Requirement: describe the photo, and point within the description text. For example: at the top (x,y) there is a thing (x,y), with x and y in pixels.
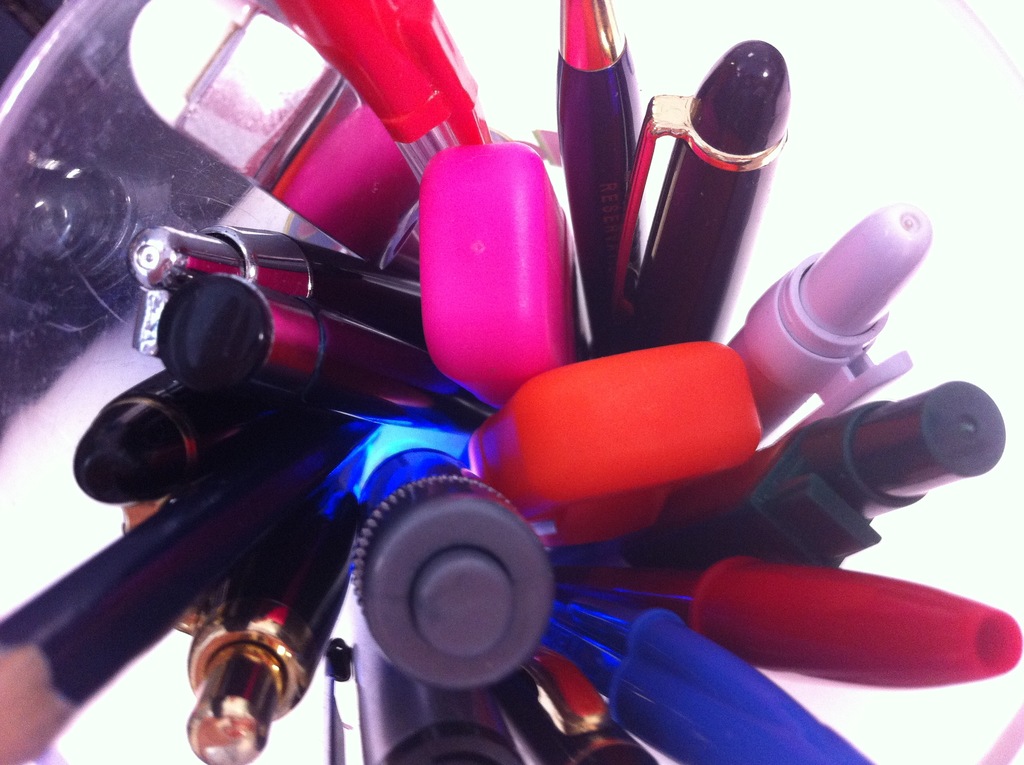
In the center of the image (509,481) we can see pens (420,381), one pencil (174,515) and a few other objects (501,326). At the top left side of the image (75,138), we can see some object (92,223). In the background (974,219), we can see it is blurred.
